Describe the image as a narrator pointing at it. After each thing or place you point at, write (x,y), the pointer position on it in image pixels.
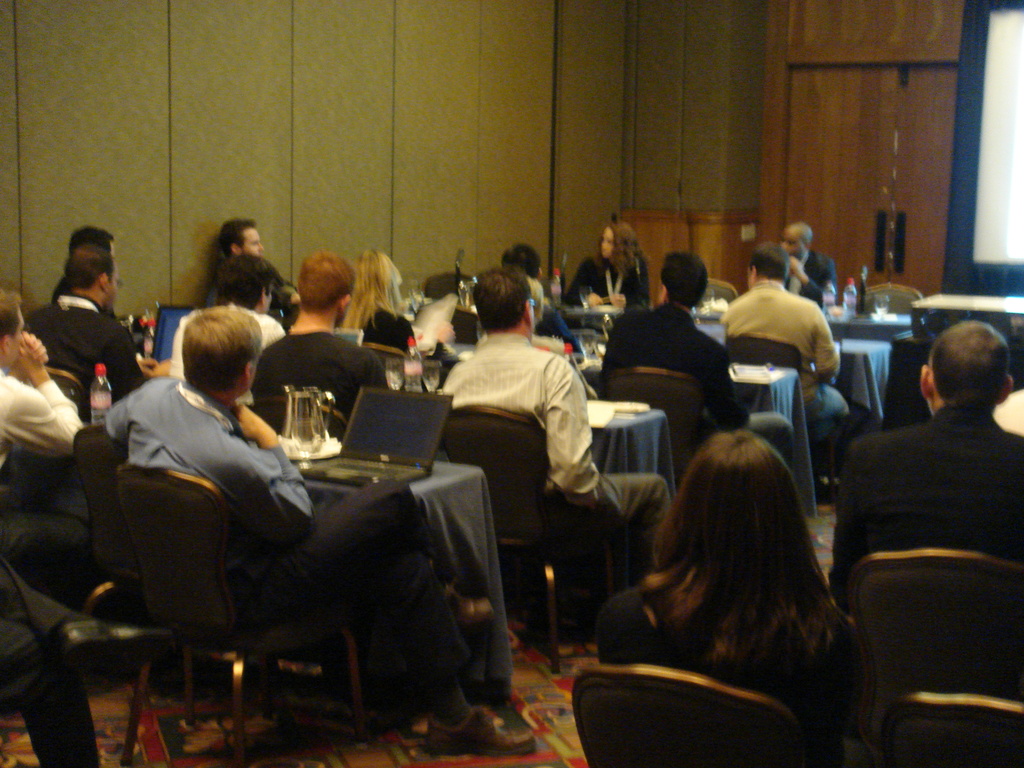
In this image I can see number of people (959,511) are sitting on chairs (199,588). I can also see few tables (449,514) and a laptop (418,447) on a table (437,511).
